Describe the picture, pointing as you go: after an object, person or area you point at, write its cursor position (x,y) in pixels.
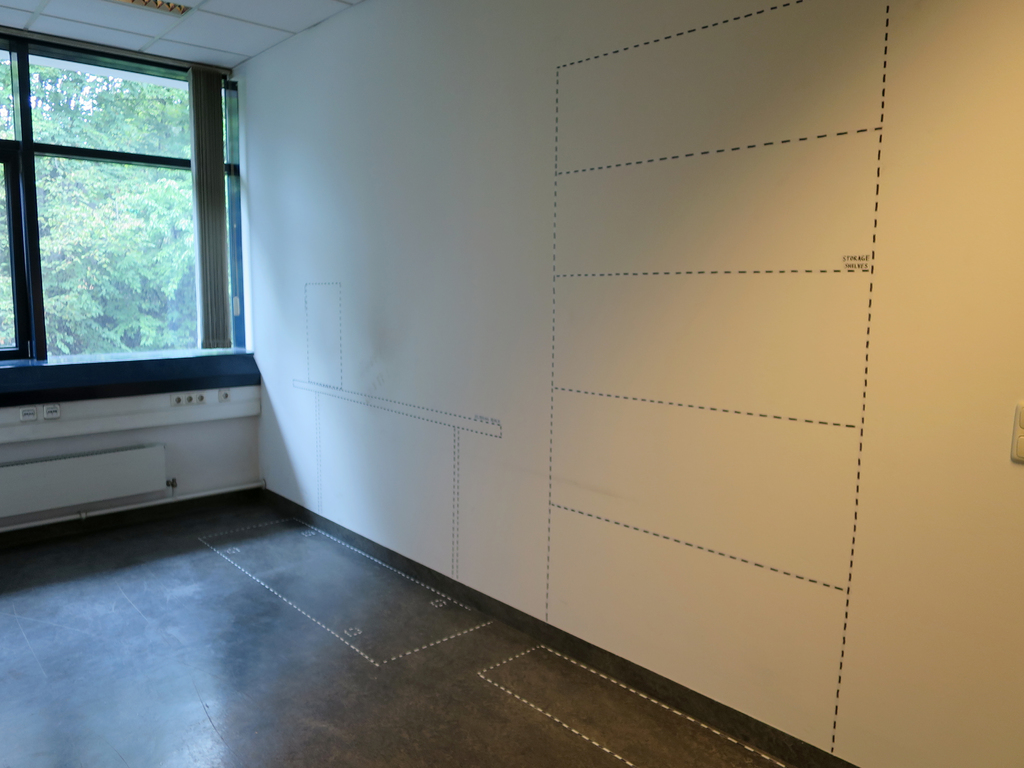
This is a picture of a room (342,434) in this picture in the center (356,473) there is a wall (592,358), on the wall (441,448) there is some graph (691,430) and in the background (172,288) there is a window (180,267) and some trees (113,289). At the bottom (133,713) there is floor (454,691), and at the top (208,23) there is ceiling (237,15).
